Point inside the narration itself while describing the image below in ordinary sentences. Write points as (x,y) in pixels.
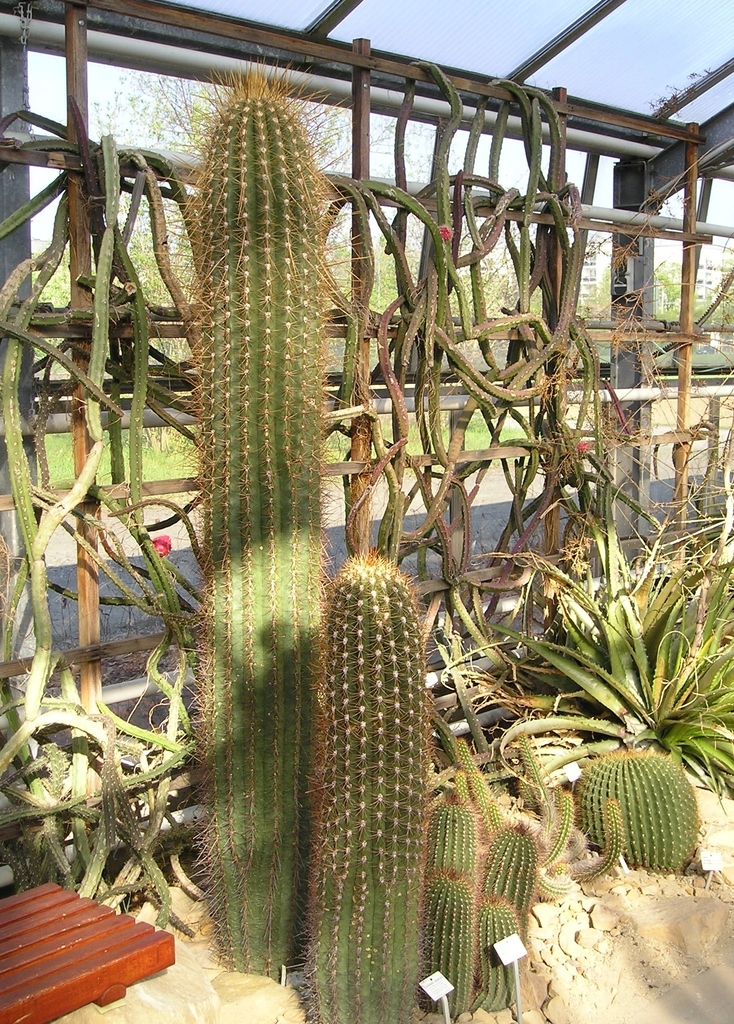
At the bottom of the image (228,1000) there is sand (244,975) and also there are many cactus plants (449,834). In front of those plants (479,981) there are labels (711,858). In the bottom left corner of the image (103,930) there is a bench (91,953). Behind those plants (283,366) there are rods (53,41) and also there are wooden objects (336,331). At the top of the image (349,29) there are glasses (686,53). In the background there are trees (724,278).
